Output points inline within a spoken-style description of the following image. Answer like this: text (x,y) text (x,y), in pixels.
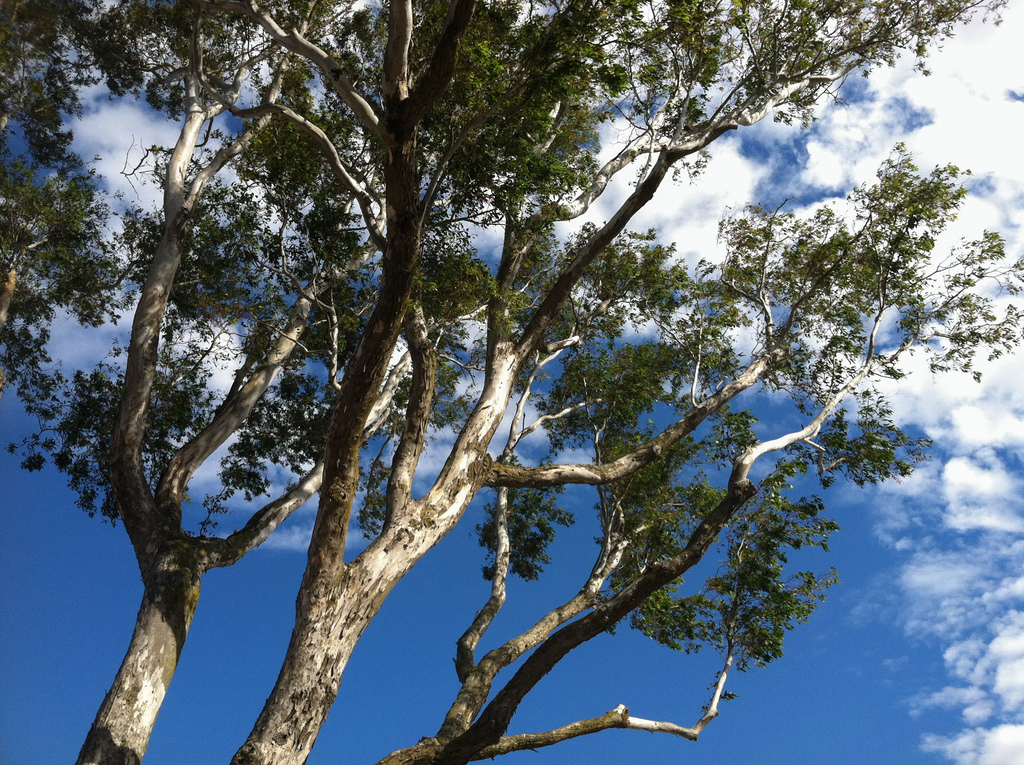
In this image, we can see tree (624,556), branches (618,513), stems (413,395) and leaves (381,521). Background (4,592) we can see the sky (988,65).
